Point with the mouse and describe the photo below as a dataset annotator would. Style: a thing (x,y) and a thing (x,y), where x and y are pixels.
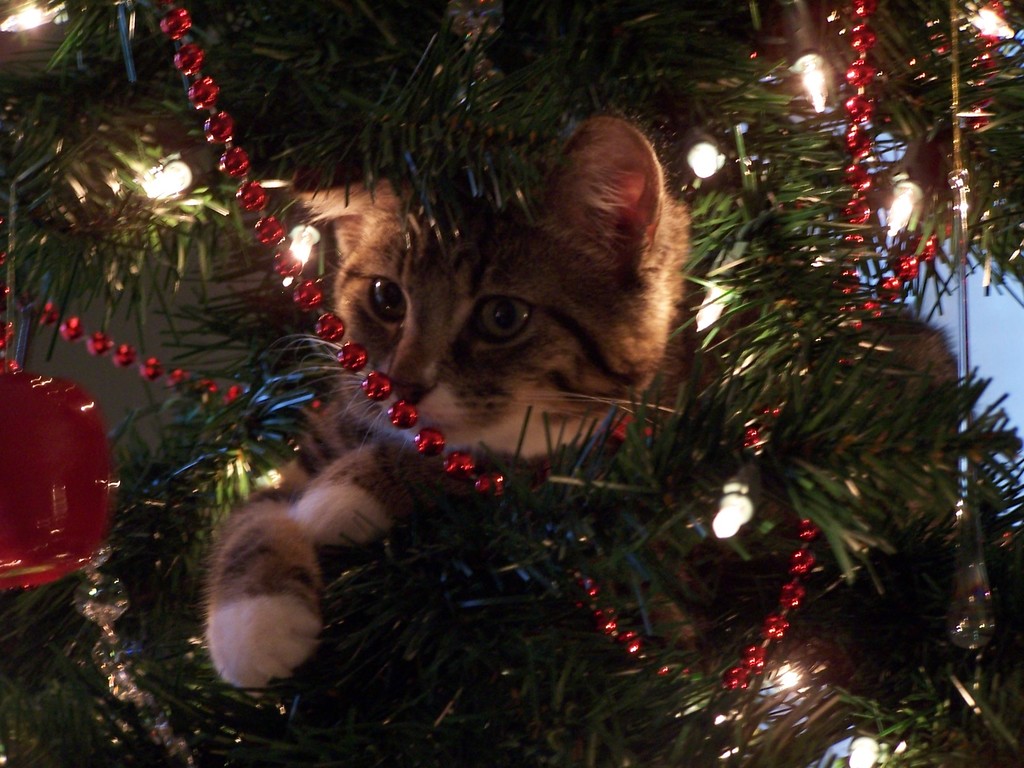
In the foreground of this image (516,385), there is a cat (507,319) in x mas tree (215,753) and we can also see lights (814,89) and few decorations (60,445) on the tree (110,208).
